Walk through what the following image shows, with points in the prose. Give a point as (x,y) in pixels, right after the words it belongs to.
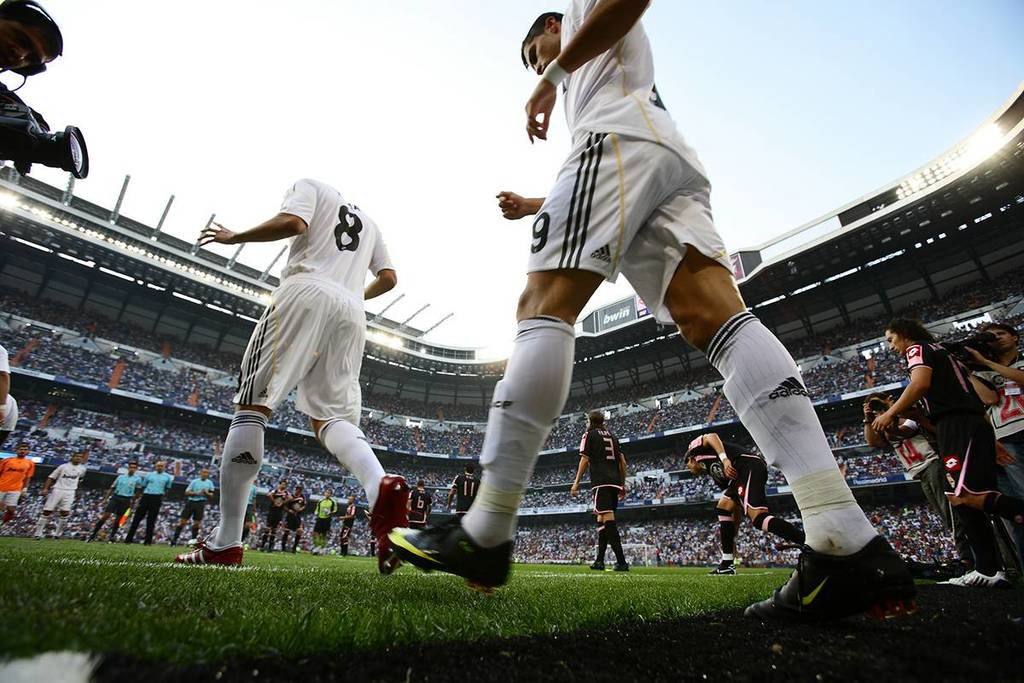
In this image I can see grass ground (136,635) and on it I can see number of people (996,561) are standing. I can see few of them are wearing white colour dress (234,520), few are wearing blue and rest all are wearing black colour dress (977,394). I can also see a camera (6,97) over here and I can see few of them are wearing football shoes (836,555). In the background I can see number of lights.
